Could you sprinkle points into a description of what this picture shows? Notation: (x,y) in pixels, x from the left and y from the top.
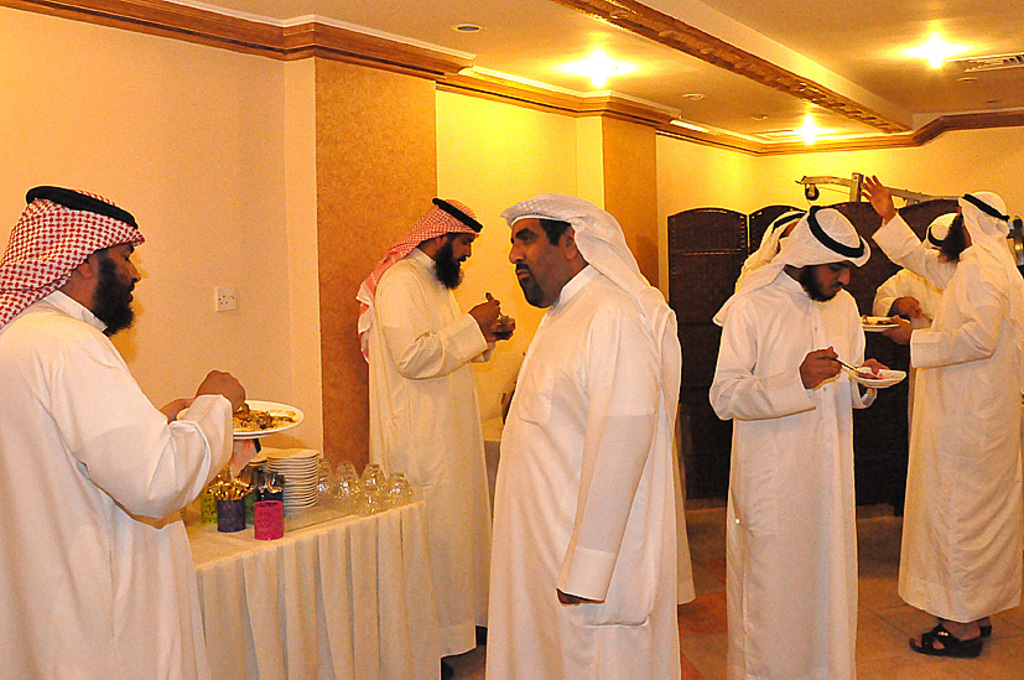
In this picture there are few persons (151,532) wearing white dress (185,495) is standing and holding a plate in their hands (832,374) which has eatables (265,427) in it and there is a person (619,434) standing in between them and there is a table (298,548) which has few objects (292,506) placed on it in the left corner (208,512).
